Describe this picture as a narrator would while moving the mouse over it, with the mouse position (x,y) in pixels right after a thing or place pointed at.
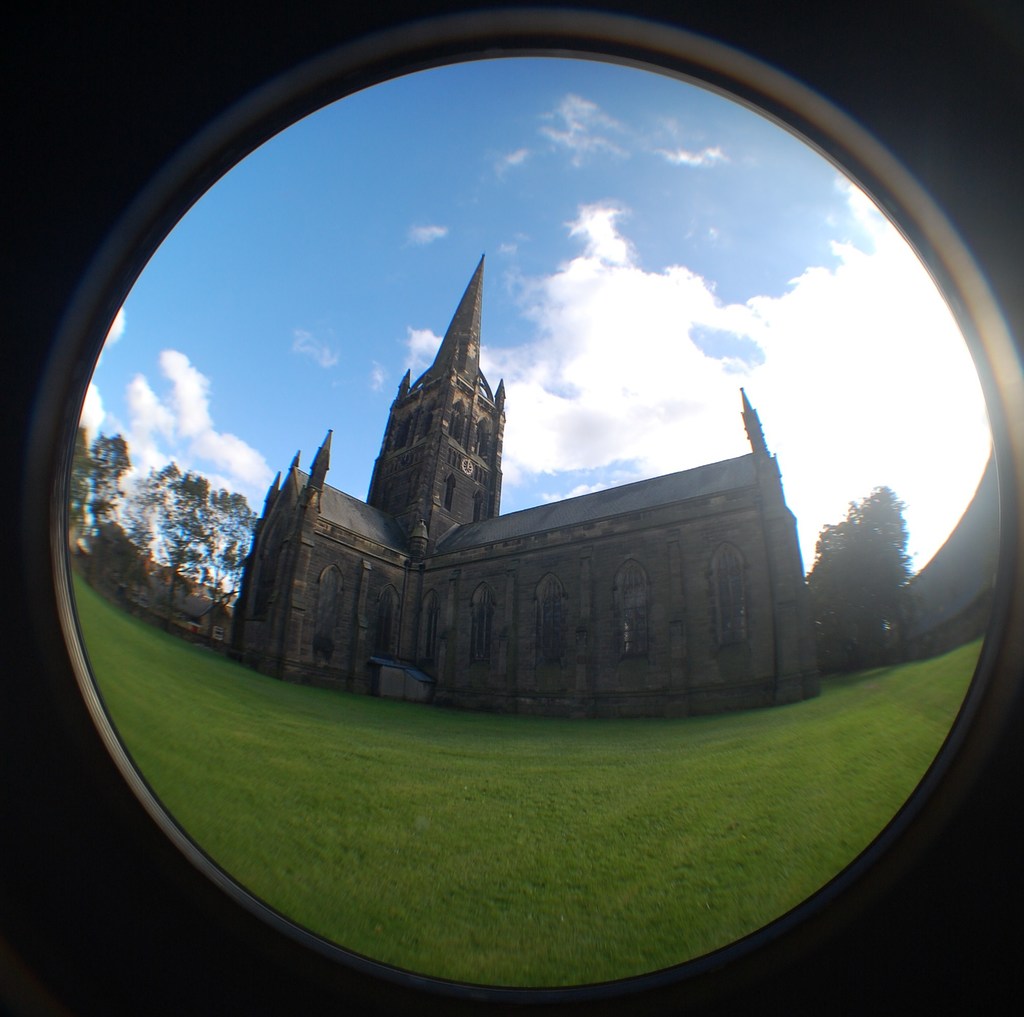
In this picture there is a building (421,559) and a open land (521,801) with some grass (379,807) here. In the background (170,555) there are some trees (852,563) and a sky (454,264) with some clouds (661,372).
